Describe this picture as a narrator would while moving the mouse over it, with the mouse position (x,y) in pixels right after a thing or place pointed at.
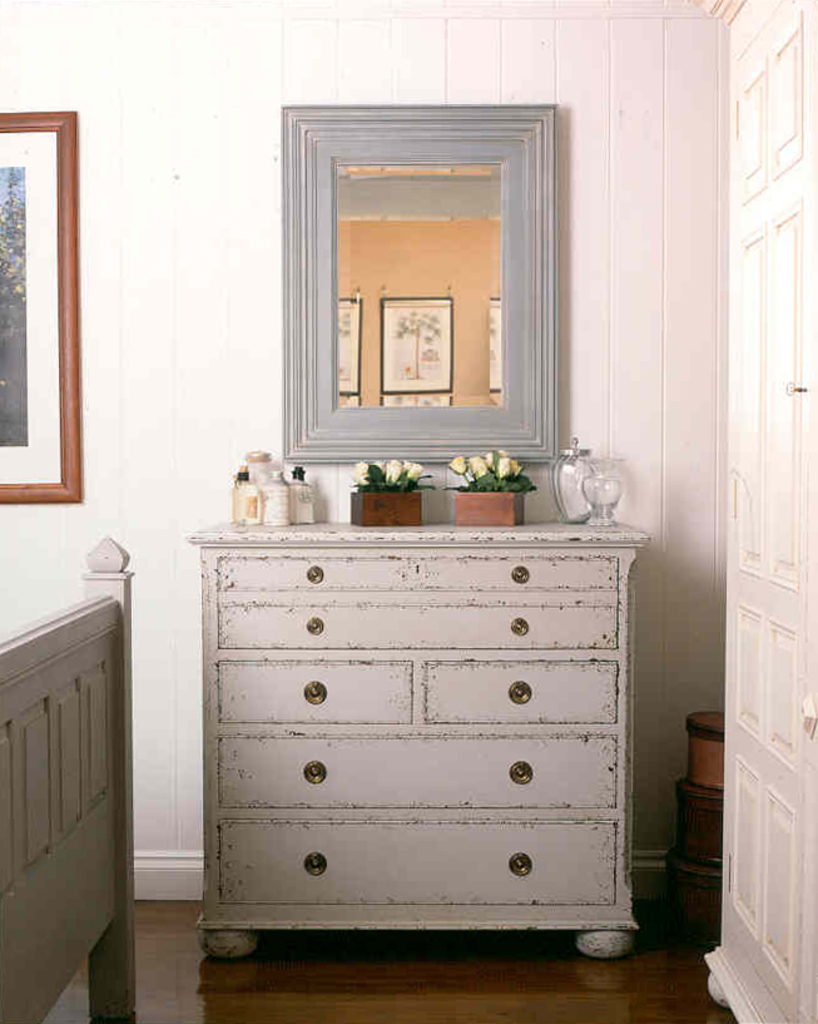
In this image we can see few objects (585,480) on a table (418,740). Behind the table (418,710), we can see a wall (88,522). On the wall (87,302) we can see a mirror (290,308) and a frame (28,124). In the mirror (410,344) we can see the reflection (432,310) of the wall (443,286) and posters (397,314). On both sides of the image we can see the wooden objects (17,799). At the bottom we can see the floor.
